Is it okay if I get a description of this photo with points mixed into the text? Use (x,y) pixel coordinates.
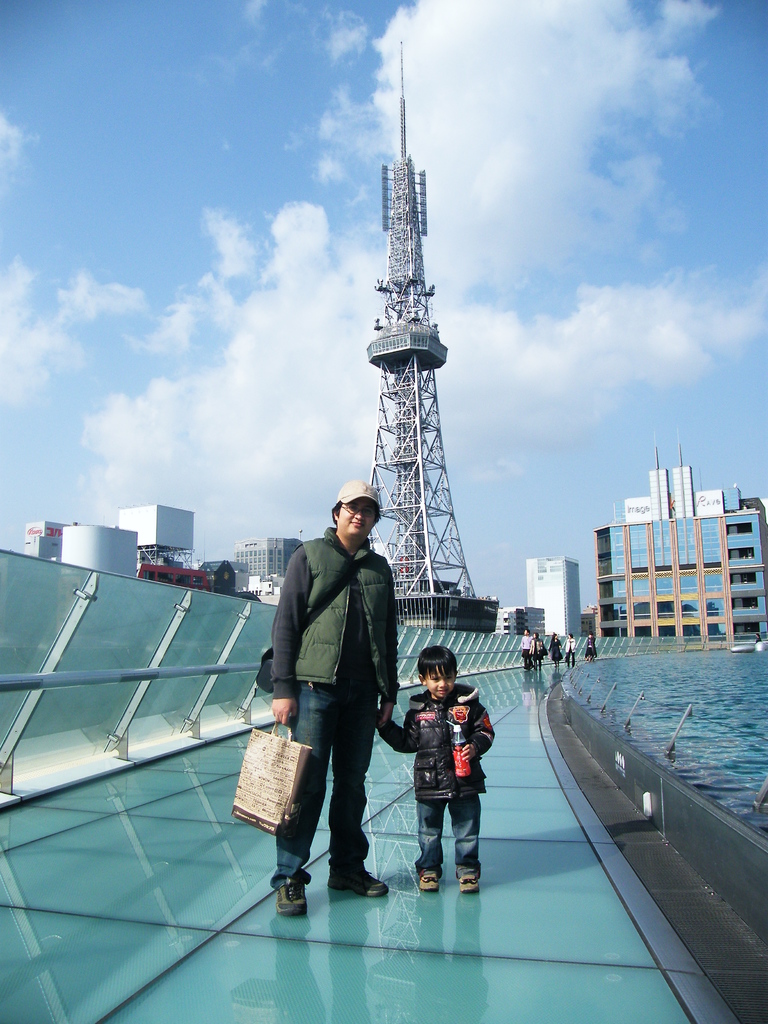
Above this bridge (400,807) I can see people (345,859). Front a man (365,573) is holding a boy hand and bag (292,747). Boy (400,738) is holding a bottle (460,732). In the background of the image (628,687) there is a tower (397,496), buildings (767,561), water (645,673) and cloudy sky (286,180).
